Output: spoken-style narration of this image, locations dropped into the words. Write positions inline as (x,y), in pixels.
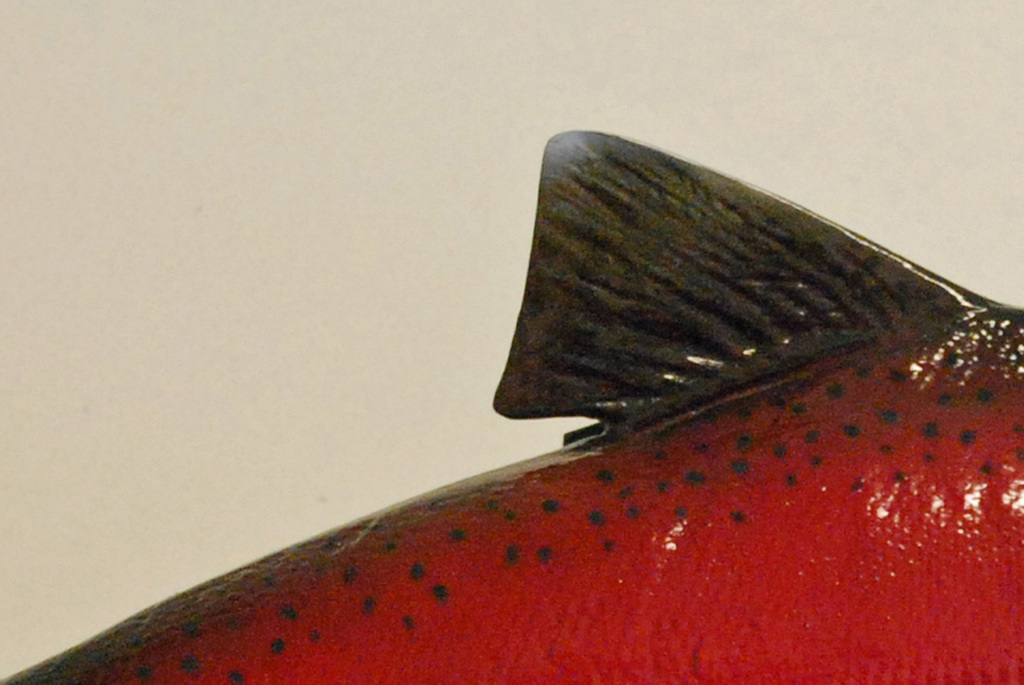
At the bottom (299,579) we can see a red fish (955,584). At the top (308,168) there is a wall (459,94).
